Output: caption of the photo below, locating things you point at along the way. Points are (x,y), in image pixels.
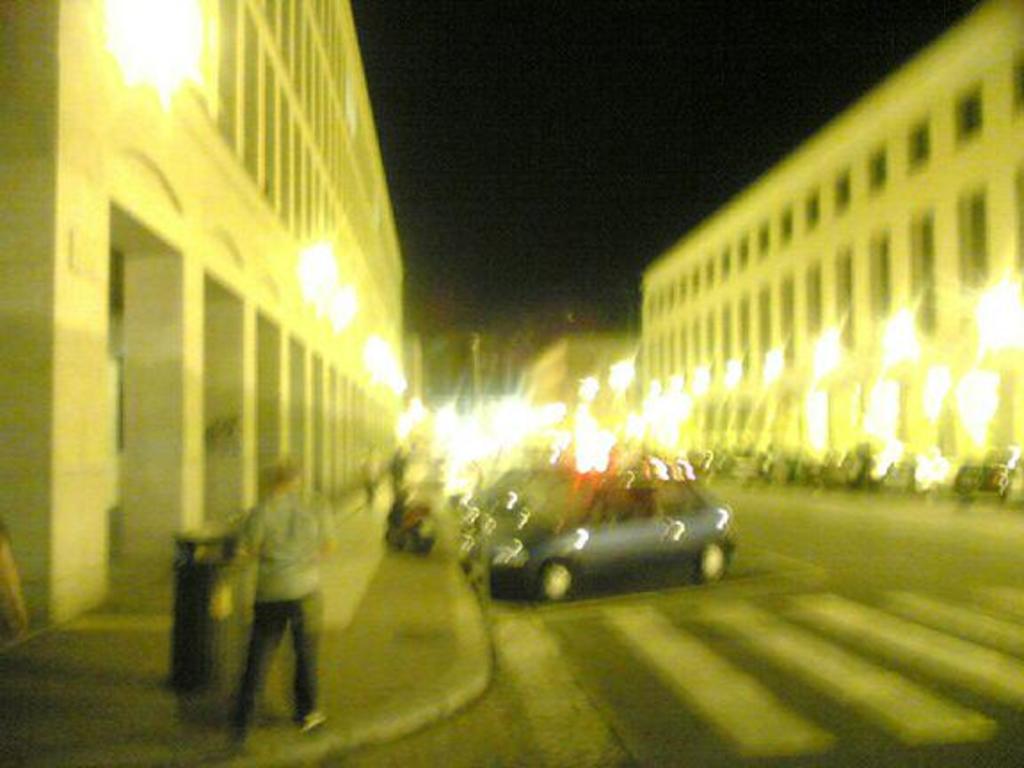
In the picture I can see people (288,566) and vehicles (726,557) on the road (471,715). In the background (386,394) I can see buildings (281,390), lights (585,474) and the sky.
